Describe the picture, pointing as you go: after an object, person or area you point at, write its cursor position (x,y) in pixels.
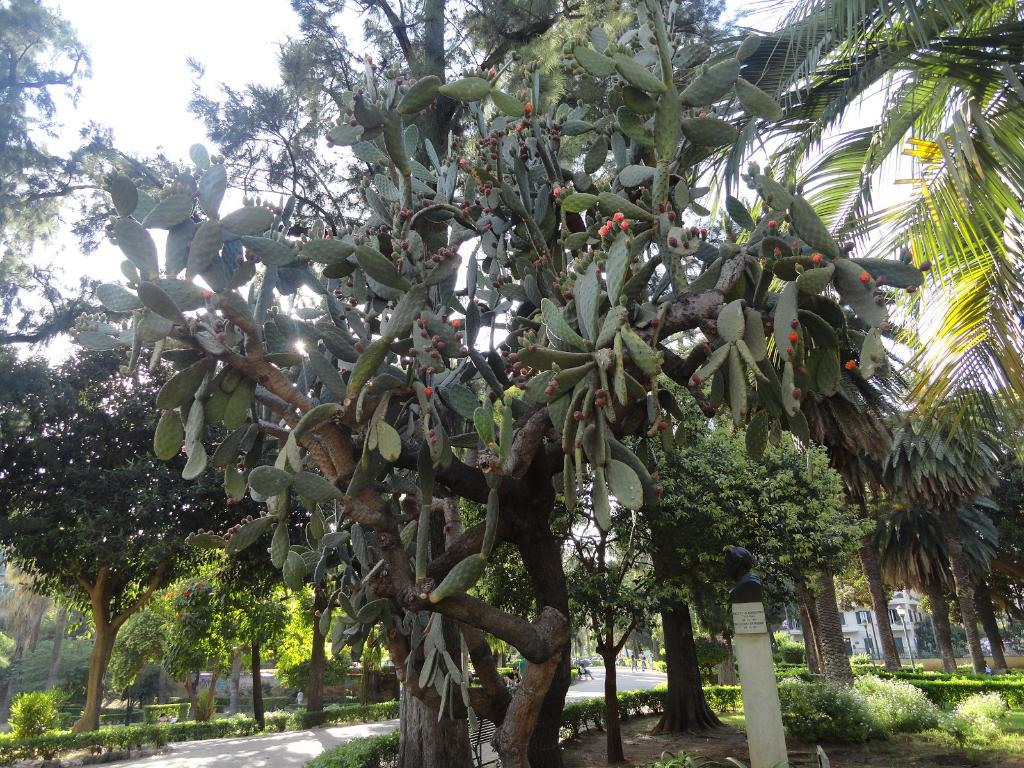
In this image we can see so many trees (678,549). Bottom of the image (278,708) plants (296,725) and pole (756,657) are there.
